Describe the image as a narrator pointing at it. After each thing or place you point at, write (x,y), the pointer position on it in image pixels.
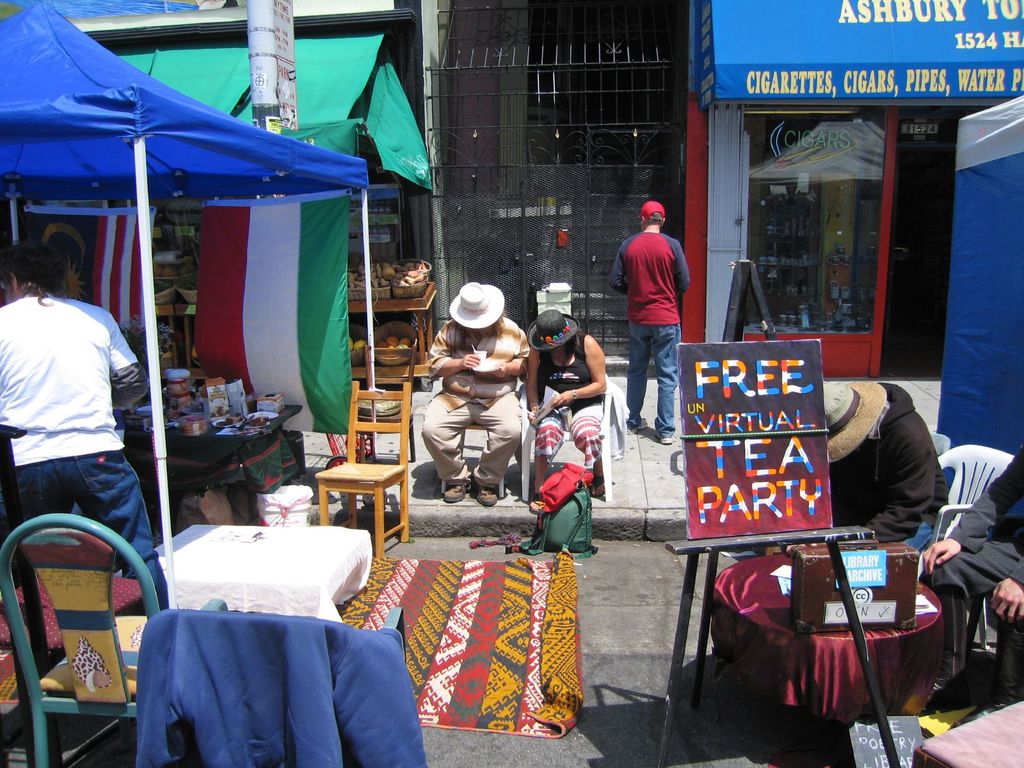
In this image I can see the group of people (485,385) with different color dresses (586,461). I can see few people (460,338) wearing the hats (459,319) and caps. To the side of these people (478,332) I can see the tables (352,552), boards (702,506), chairs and many objects (276,417) on the tables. I can also see the person (83,331) under the blue color tent (48,156). In the background (311,134) I can see few more stalls (347,139) and the metal gate (627,88).
